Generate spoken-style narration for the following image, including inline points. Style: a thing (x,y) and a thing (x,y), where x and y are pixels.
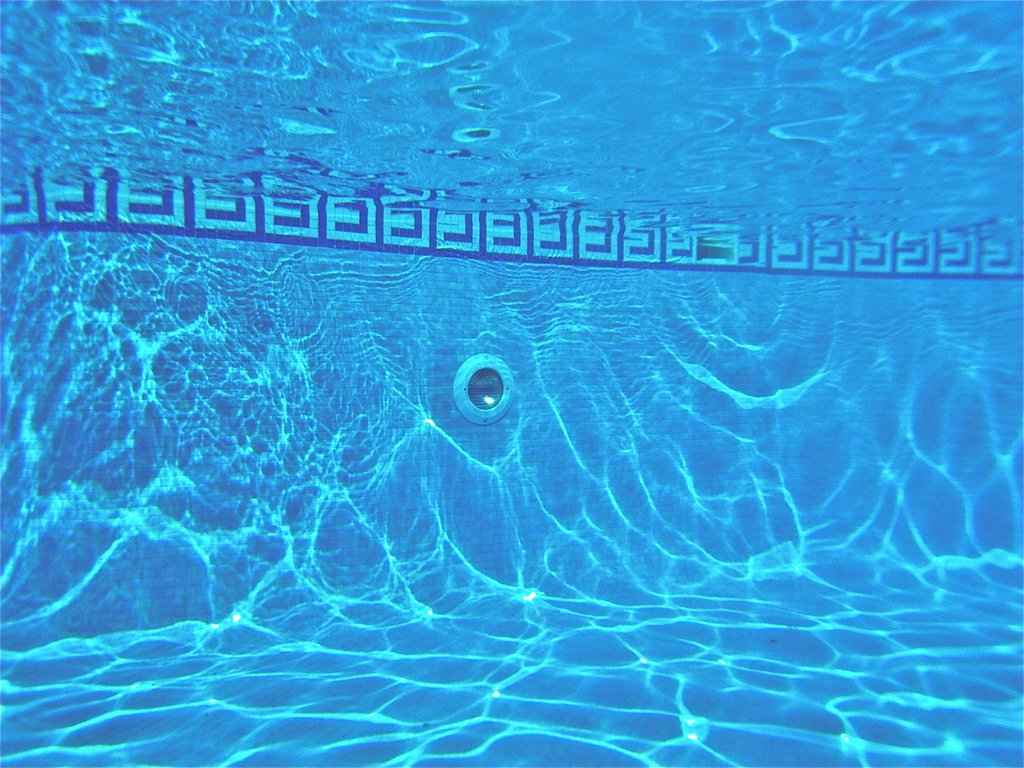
It is inside the water (554,133) of a swimming pool (647,486).
